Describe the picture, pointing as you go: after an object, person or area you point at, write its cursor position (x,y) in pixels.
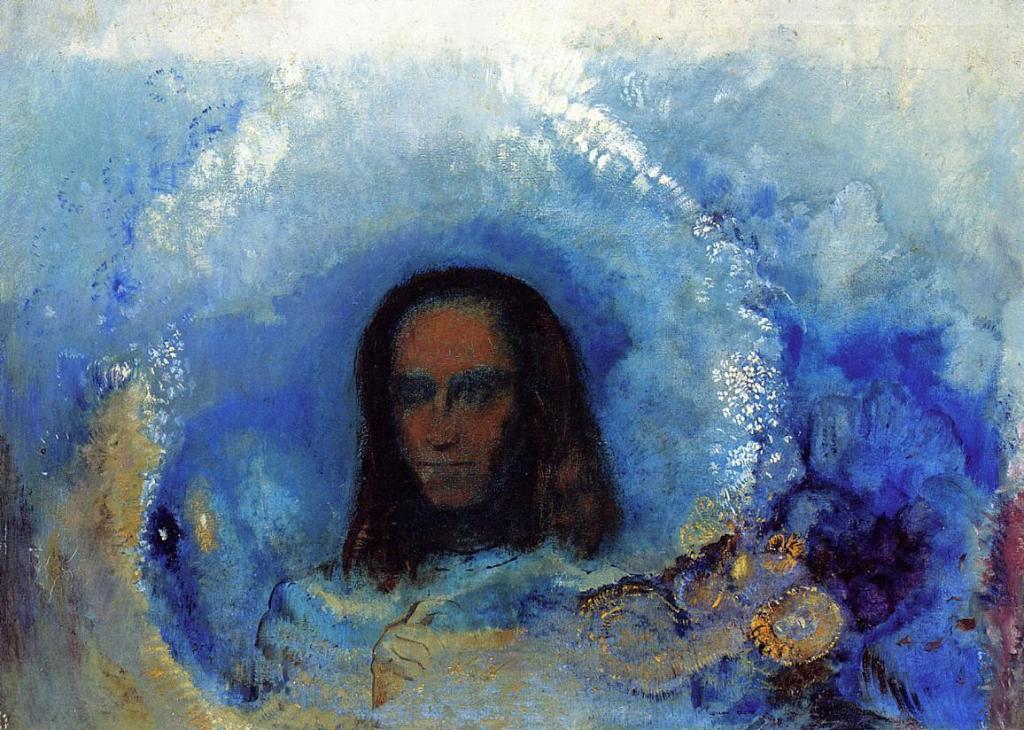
In this picture we can see painting (405,143) of a person (475,447).
